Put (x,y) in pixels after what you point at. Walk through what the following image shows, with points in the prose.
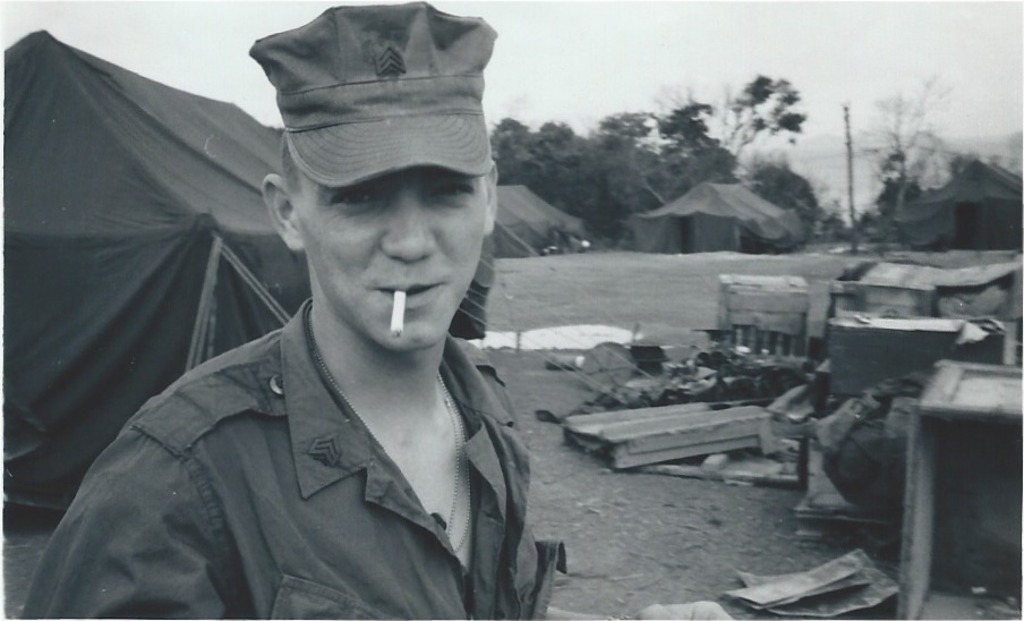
This is black and white image, in this image there are tents (535,236) and a man (433,518), on the right side (751,430) wooden boxes (904,306), in the background (779,168) there are trees (678,163).
